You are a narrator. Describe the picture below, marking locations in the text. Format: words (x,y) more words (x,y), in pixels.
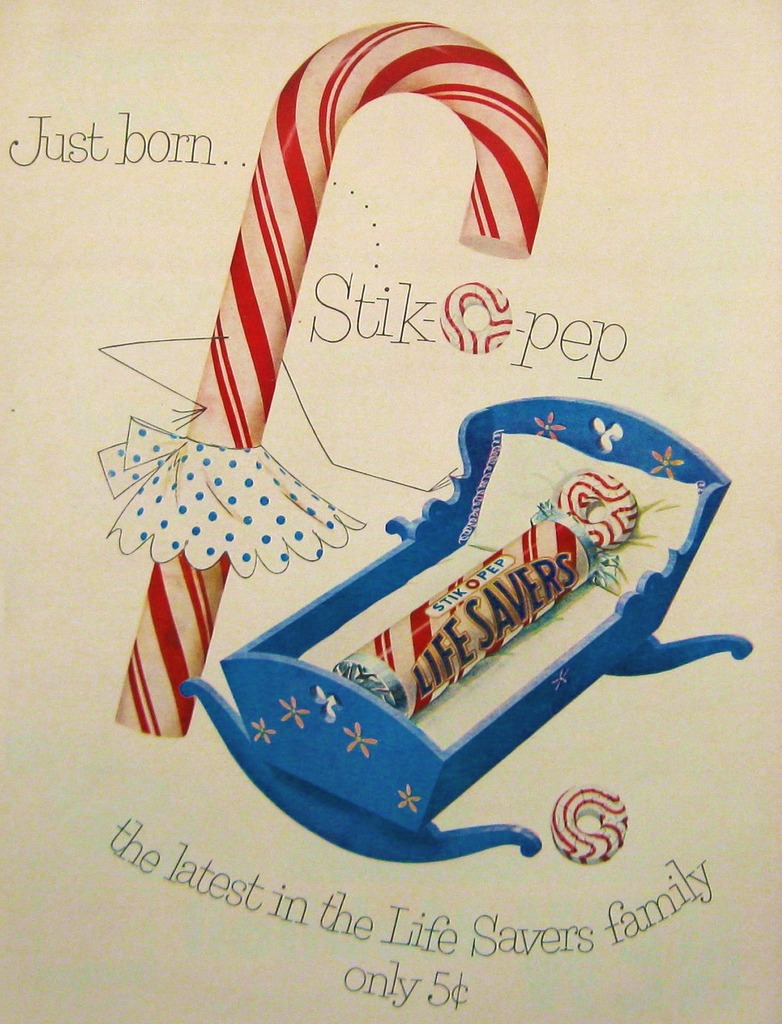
In this picture, we see a roll of candy (503,643) is placed in the blue color cradle type (391,742). Beside that, we see a candy stick (231,339). At the bottom of the picture (343,919), we see some text (301,914) written in English language. In the background (471,398), it is white in color. This picture might be a poster.
